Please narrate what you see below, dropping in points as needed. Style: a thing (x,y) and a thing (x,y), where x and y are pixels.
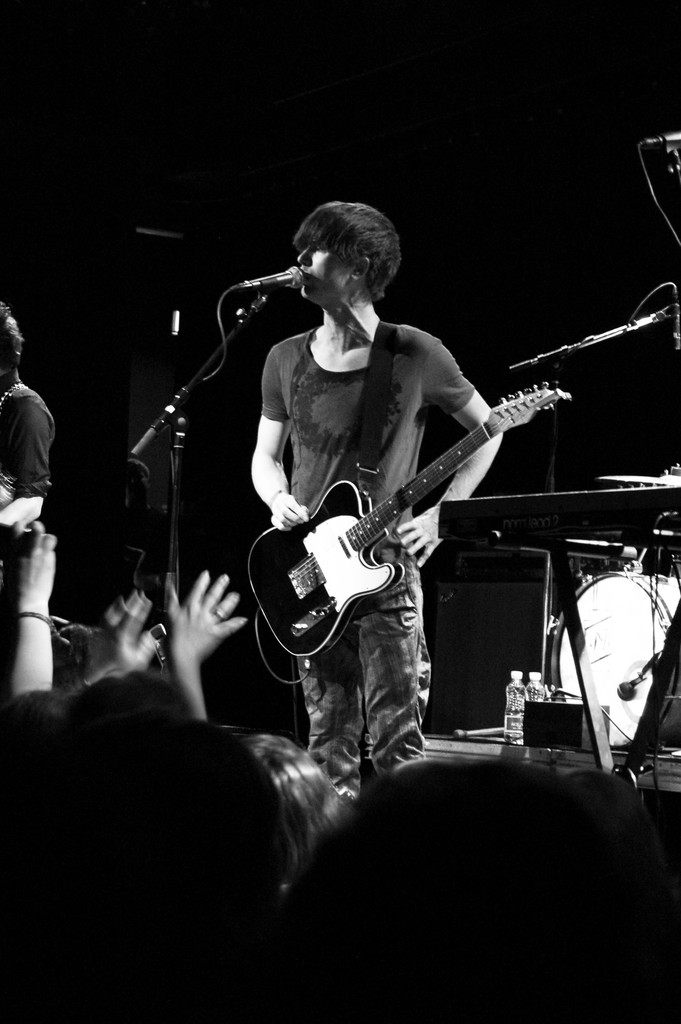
In this image I see 2 persons (383,659) who are on the stage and this person (346,351) is holding a guitar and standing in front of the mic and there are few people (7,998) over here. In the background (669,274) I see another instrument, 2 bottles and it is dark over here.
